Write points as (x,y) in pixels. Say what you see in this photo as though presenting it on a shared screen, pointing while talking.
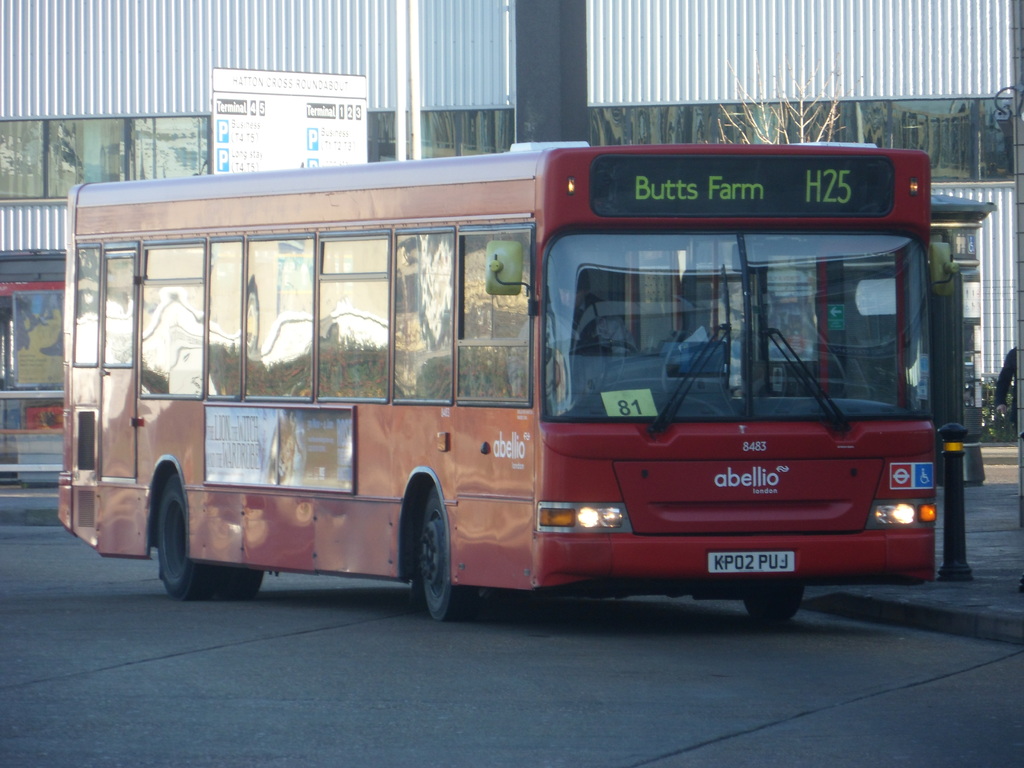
In this image I can see a vehicle (395,394) in red color, background (291,107) I can see a board (304,100) and I can also see few stalls (961,272) and the building (651,56) is in white and gray color.
